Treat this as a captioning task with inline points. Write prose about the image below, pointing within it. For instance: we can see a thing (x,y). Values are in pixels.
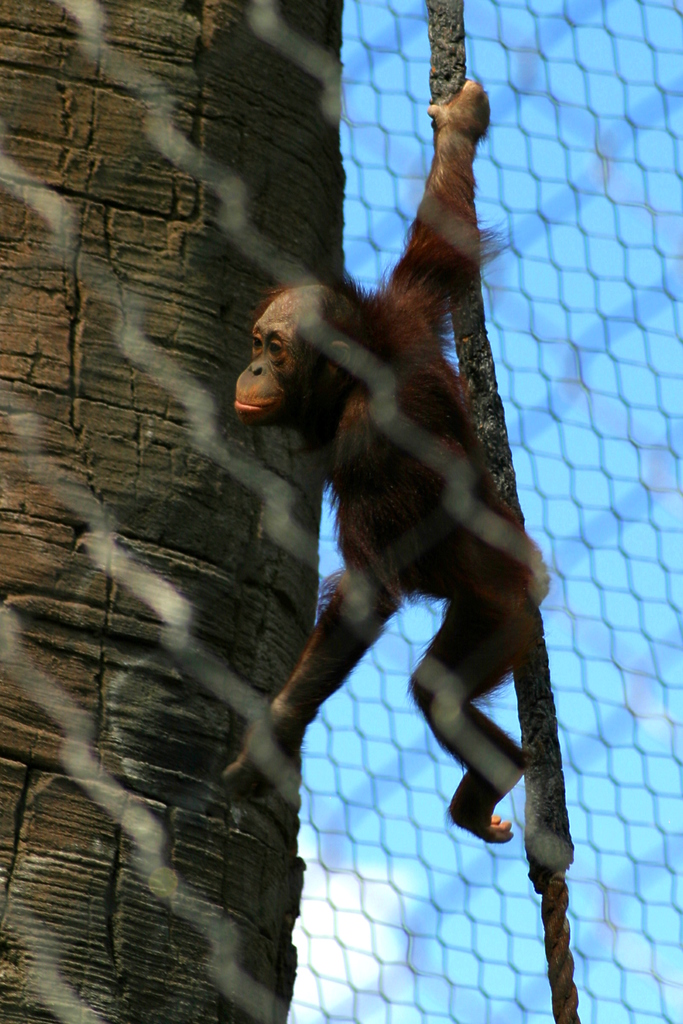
In this picture we can see fence (255,695) and an animal (453,577).
